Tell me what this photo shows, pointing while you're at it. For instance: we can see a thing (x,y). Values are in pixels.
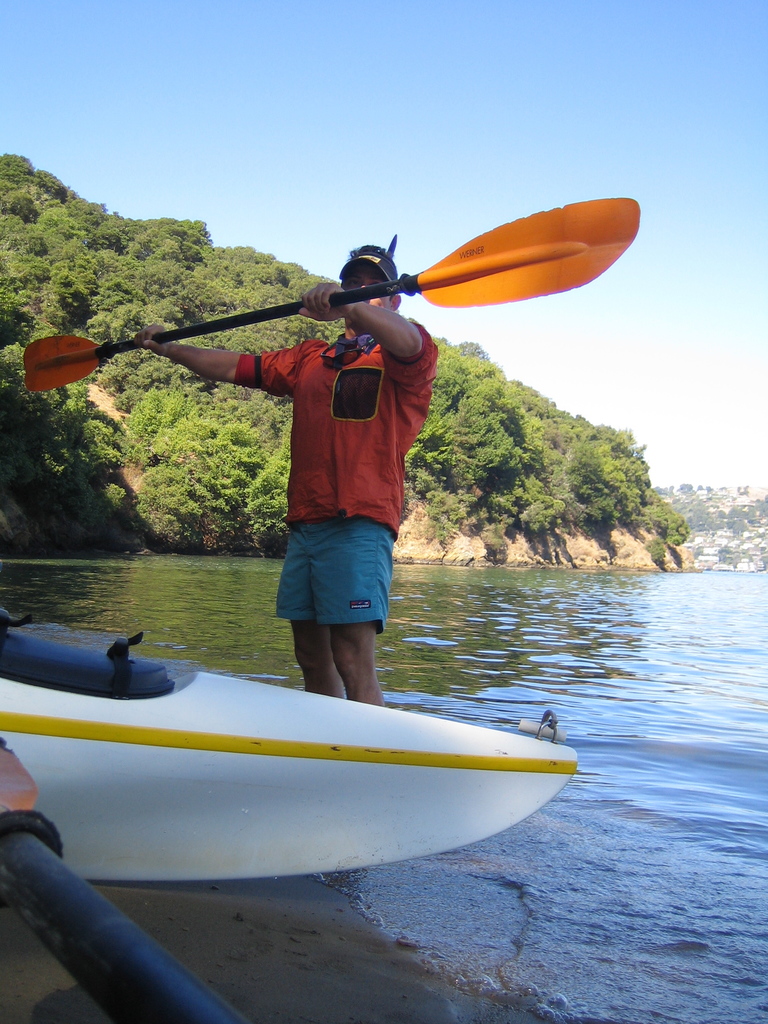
In this image I can see there is a person (297,503) holding a paddle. And there is a boat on the ground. And there is a water (562,593). And at the back (232,267) there are trees (501,511) and a sky (522,149).
